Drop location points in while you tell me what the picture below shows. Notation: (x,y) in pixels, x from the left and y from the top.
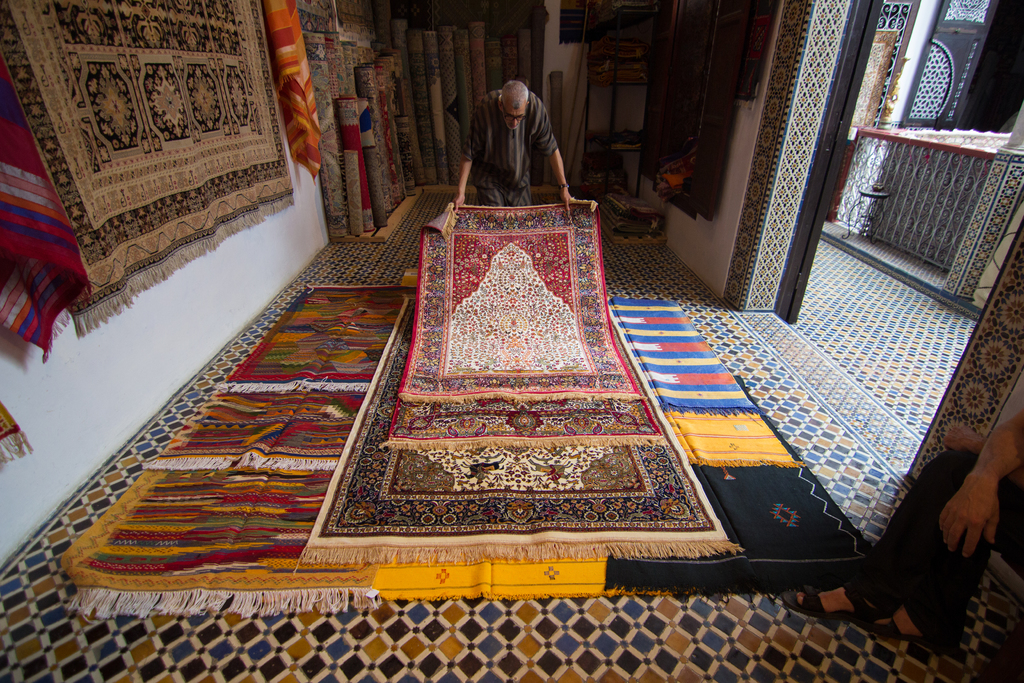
In this image we can see a person (536,117) holding a carpet (520,281). At the bottom of the image (541,564) there are carpets (343,480). To the left side of the image (150,340) there is a wall (56,369) on which there are carpets (256,106). In the background of the image (376,105) there are carpets (419,126) rolled. To the right side of the image (914,484) there is a person (914,499) sitting on a chair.
